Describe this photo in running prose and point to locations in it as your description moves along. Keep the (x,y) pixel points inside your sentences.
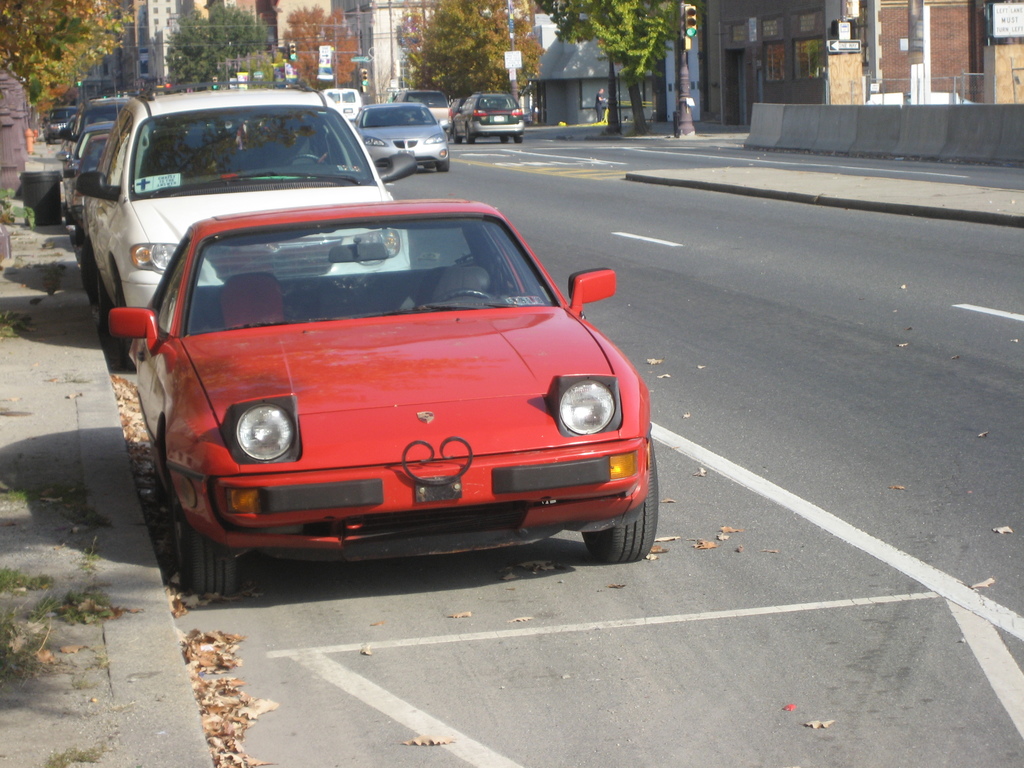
In this image in the center (409,383) there are some vehicles (286,238), at the bottom (646,631) there is road (806,363) and on the road (203,615) there are some dry leaves (214,665) and grass (47,650). In the background (118,28) there are some buildings (386,83), trees (75,62), poles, boards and some persons (597,94).
